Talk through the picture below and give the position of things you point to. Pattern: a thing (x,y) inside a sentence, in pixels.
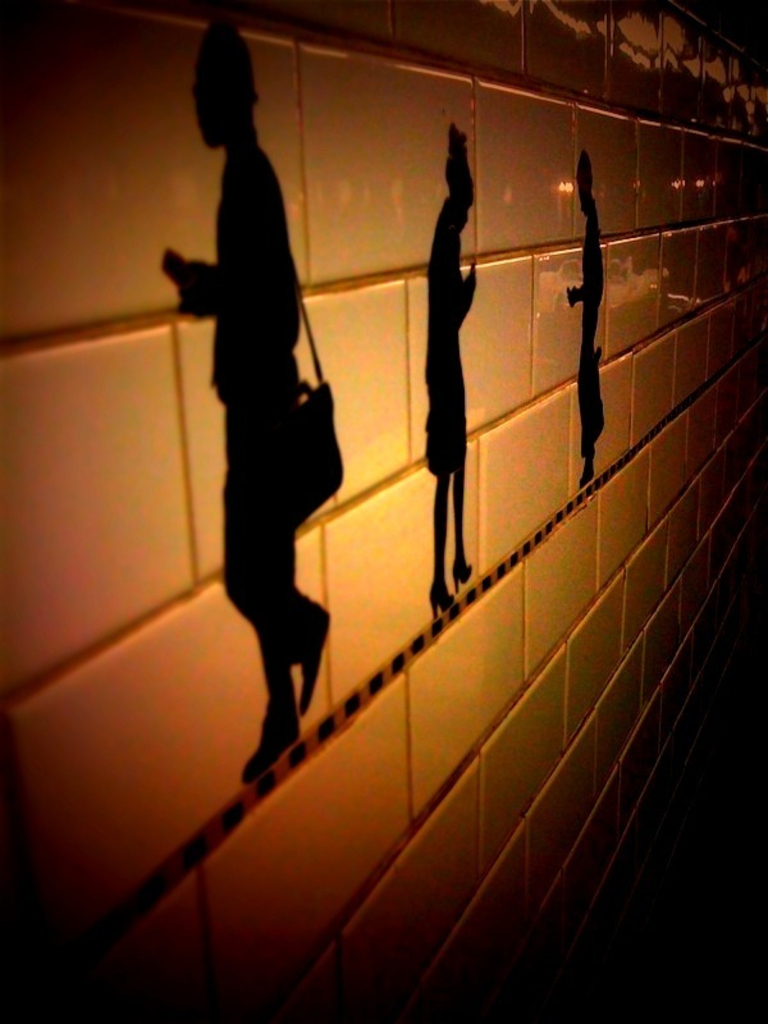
There is a brick wall (349,437). On that there is a painting (432,400) of people (429,355). And first person (241,350) is wearing a bag (307,466).
